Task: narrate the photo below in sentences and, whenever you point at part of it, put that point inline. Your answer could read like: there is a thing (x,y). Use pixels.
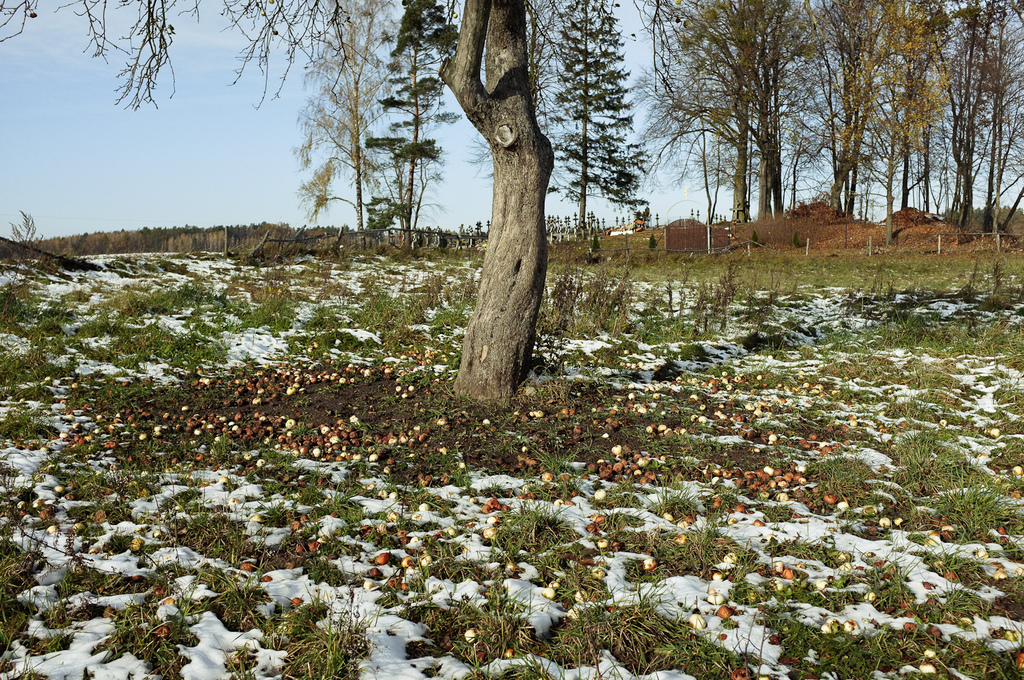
At the bottom of the image (446,512) we can see ground (504,491), snow (540,591), grass (532,538) and some fruits (348,459) are presents. In the background of the image (574,164) trees (487,116) are there. At the top of the image (211,177) sky (231,202) is present.
